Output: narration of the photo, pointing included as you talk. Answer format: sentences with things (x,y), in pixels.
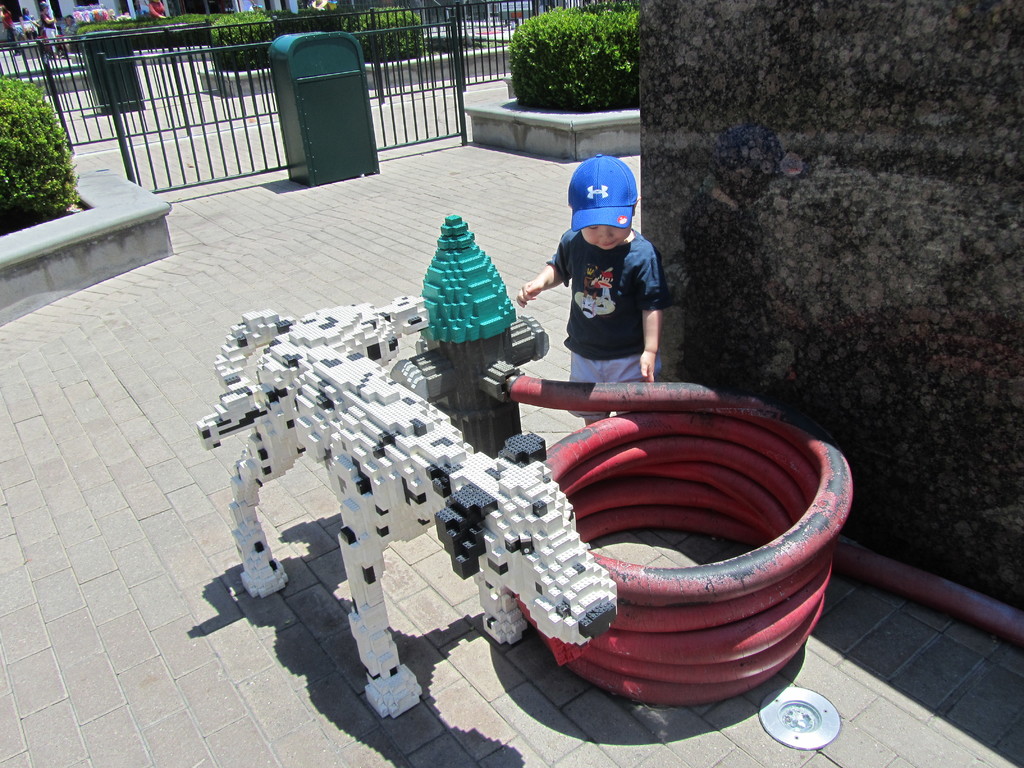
In this image, we can see a kid (652,322) standing, we can see a statue (233,514), there is a red color cable (674,608), we can see the floor (454,156) and there are some green plants (46,183), we can see the fence (372,60), there is a wall (668,334).
